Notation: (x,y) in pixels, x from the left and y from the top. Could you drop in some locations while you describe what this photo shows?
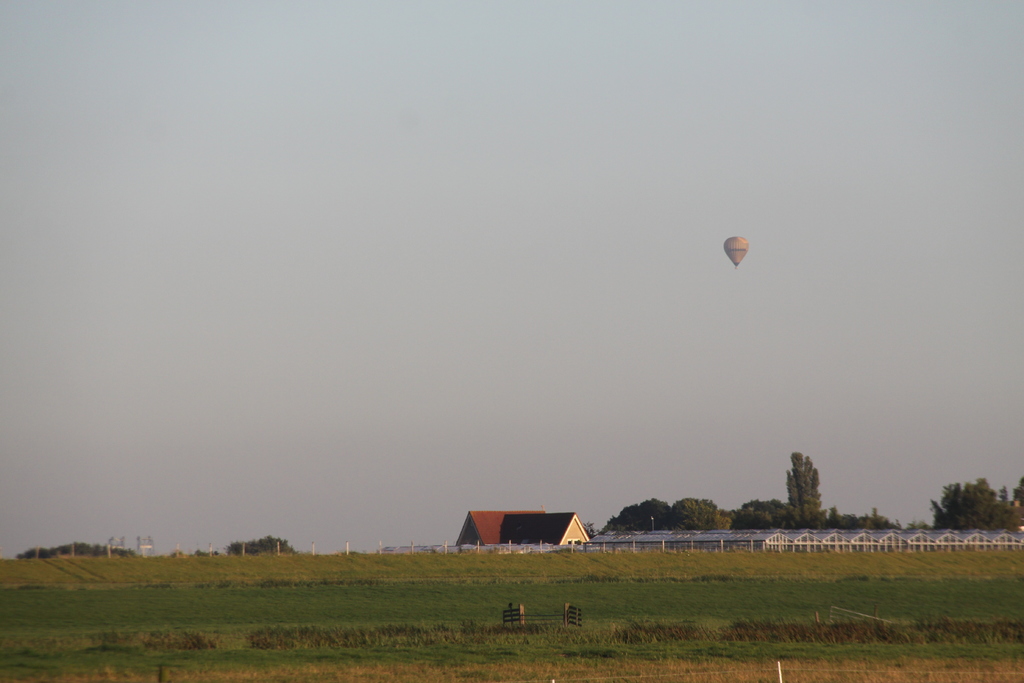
In this picture we can see houses (1021,511), grass (526,599), trees (979,506) and in the background (581,503) we can see a hot air balloon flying in the sky (570,283).
